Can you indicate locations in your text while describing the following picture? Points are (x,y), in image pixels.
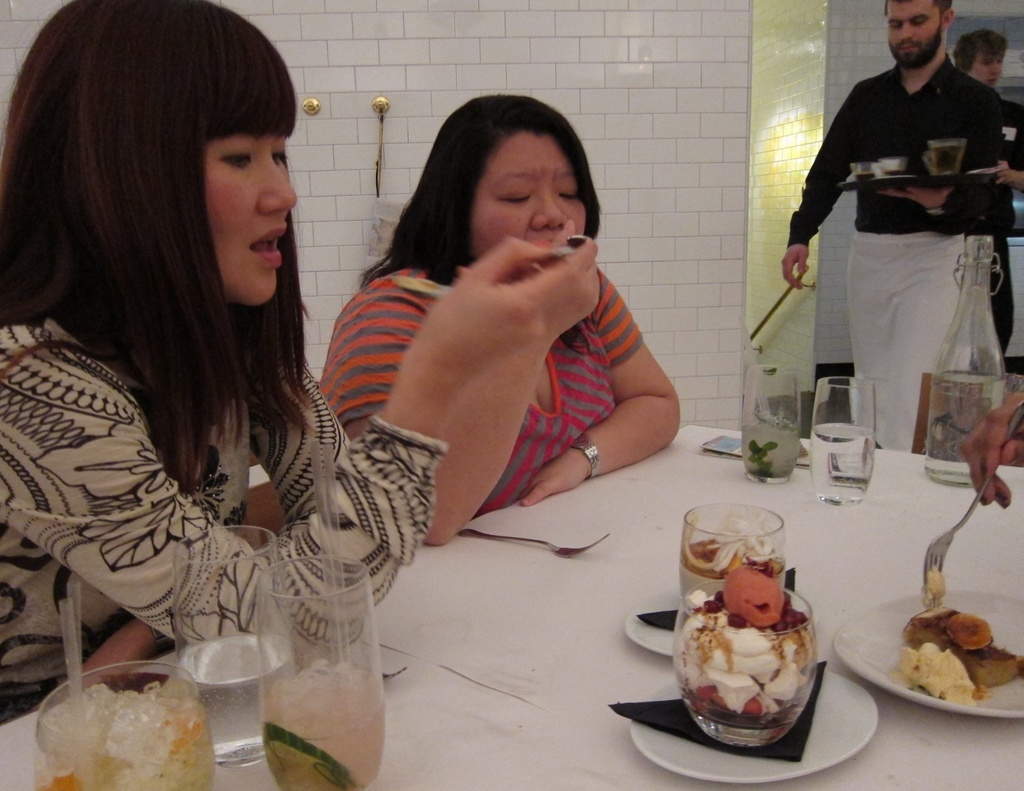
In the picture I can see a woman (275,197) on the left side (296,450) and she is holding a spoon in her right hand (506,249). I can see another woman (480,198) beside her. I can see the table (554,631) which is covered with white cloth (491,647) and there are glasses (736,524), plates (866,643) and spoons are kept on the table (911,544). There is a man (939,87) on the top right side (869,151) is wearing a black color shirt (941,116) and he is holding the serving plate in his left hand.
